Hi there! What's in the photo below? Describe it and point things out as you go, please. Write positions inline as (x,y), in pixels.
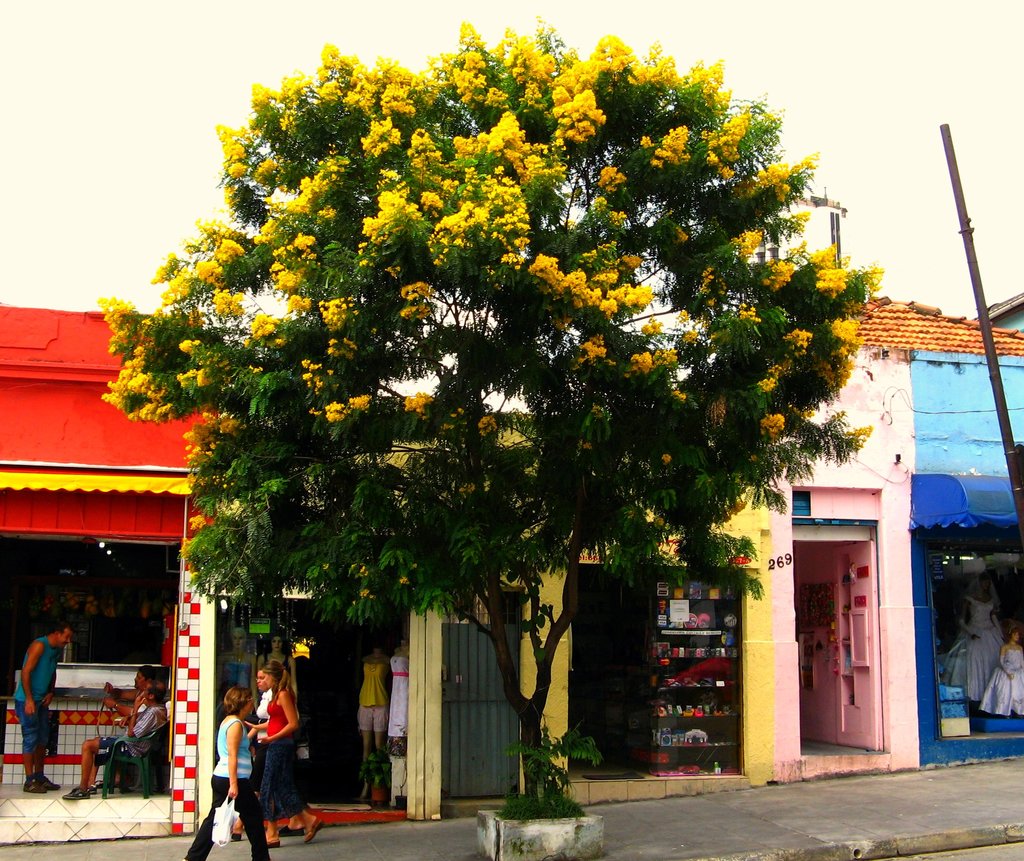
This picture is clicked outside. In the middle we can see the shop (311,646) containing the mannequins (280,650) wearing dresses (973,644) and standing and we can see the cabinet (651,715) containing many number of objects (716,587) and we can see the doors (467,675) of the shop (837,581). In the left corner (32,651) we can see a person (51,664) standing on the floor (21,790) and we can see the group of people (138,723) sitting on the chairs (112,748) and we can see the group of people (271,730) walking on the ground (296,853) and we can see a woman (244,742) holding a plastic bag (224,819) and walking on the ground (451,834). In the center (642,385) there is a tree (442,366) and we can see the flowers (589,113) and plants (549,771). In the right corner (1015,497) we can see the metal object (1007,413). In the background (262,23) we can see the sky (876,127).
